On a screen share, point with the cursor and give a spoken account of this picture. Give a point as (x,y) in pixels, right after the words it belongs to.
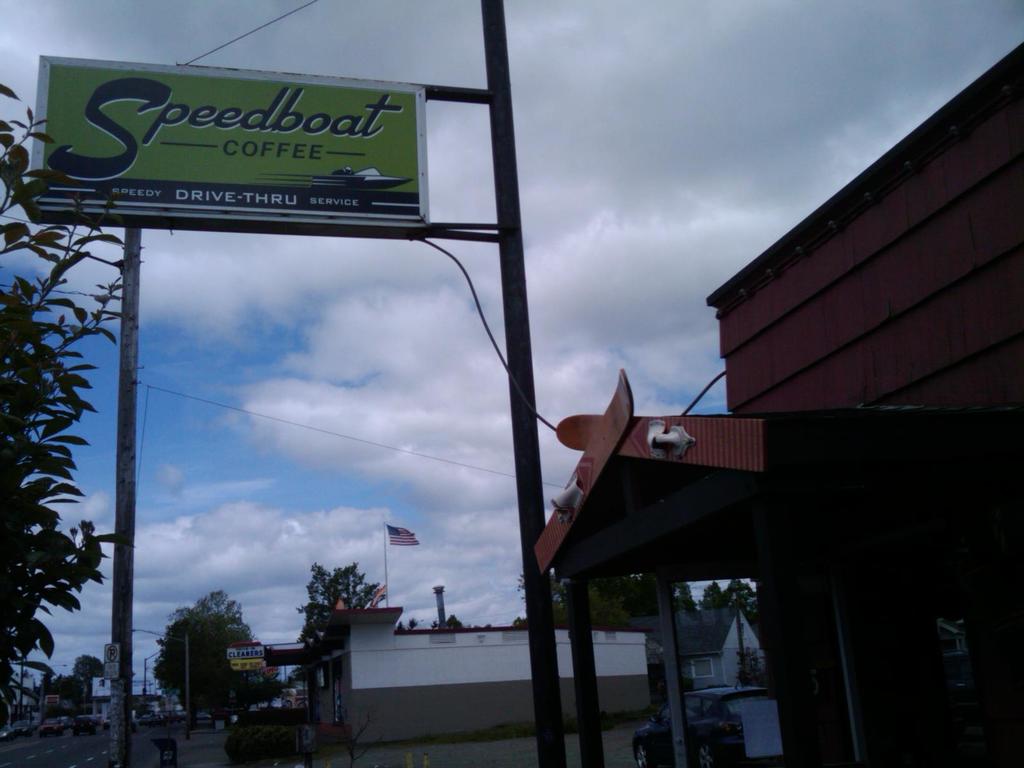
In this image we can see a signboard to a pole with some text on it. We can also see some buildings (600,706), a group of trees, plants (276,734), the flag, street poles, some vehicles (140,715) on the road (141,738), wires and the sky (416,518) which looks cloudy.
